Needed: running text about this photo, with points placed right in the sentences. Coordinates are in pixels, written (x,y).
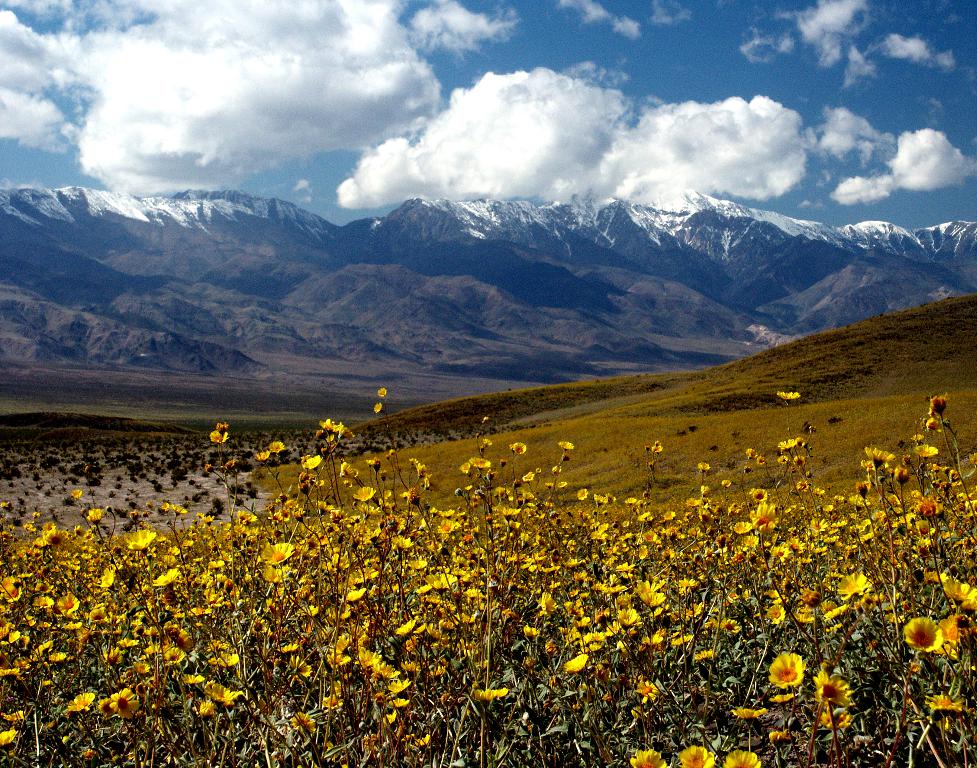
In this image I can see number of yellow colour flowers (412,497) in the front (710,574). In the background (660,391) I can see an open ground (460,411), mountains (582,303), clouds (356,174) and the sky (857,170). I can also see snow (936,247) on the mountains (529,239).
